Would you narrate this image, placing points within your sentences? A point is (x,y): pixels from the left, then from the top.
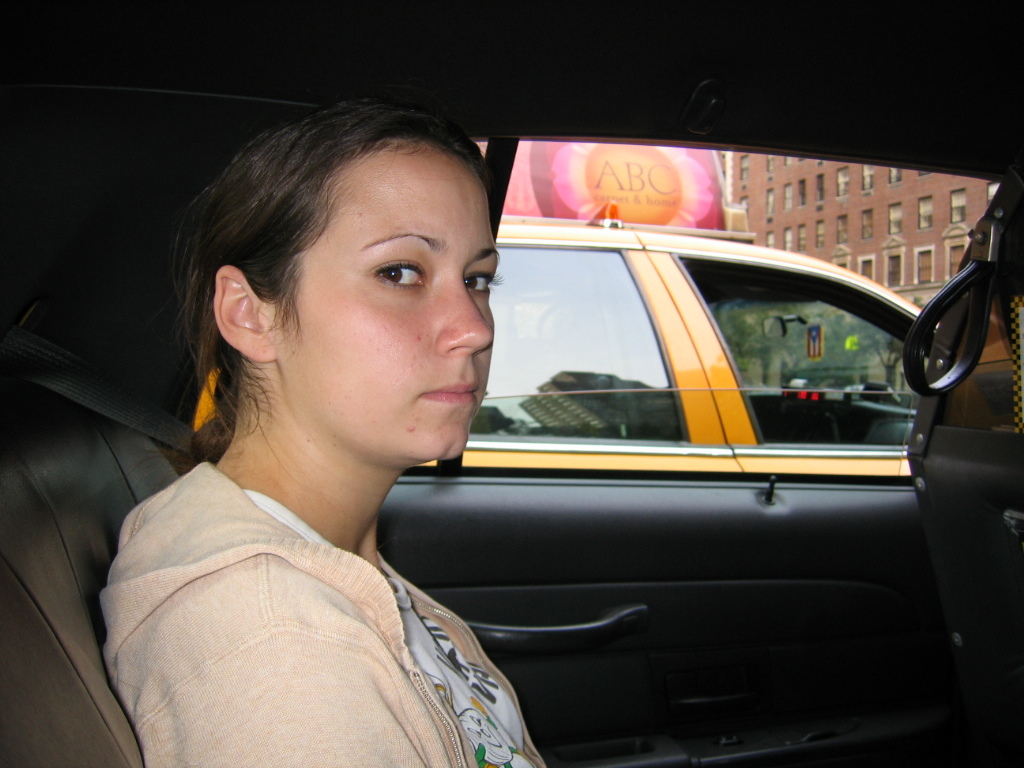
In this picture we can see a woman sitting inside a car (67,342). We can see a vehicle (627,264), trees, poster (697,184) and a building (807,221) in the background (950,254).
